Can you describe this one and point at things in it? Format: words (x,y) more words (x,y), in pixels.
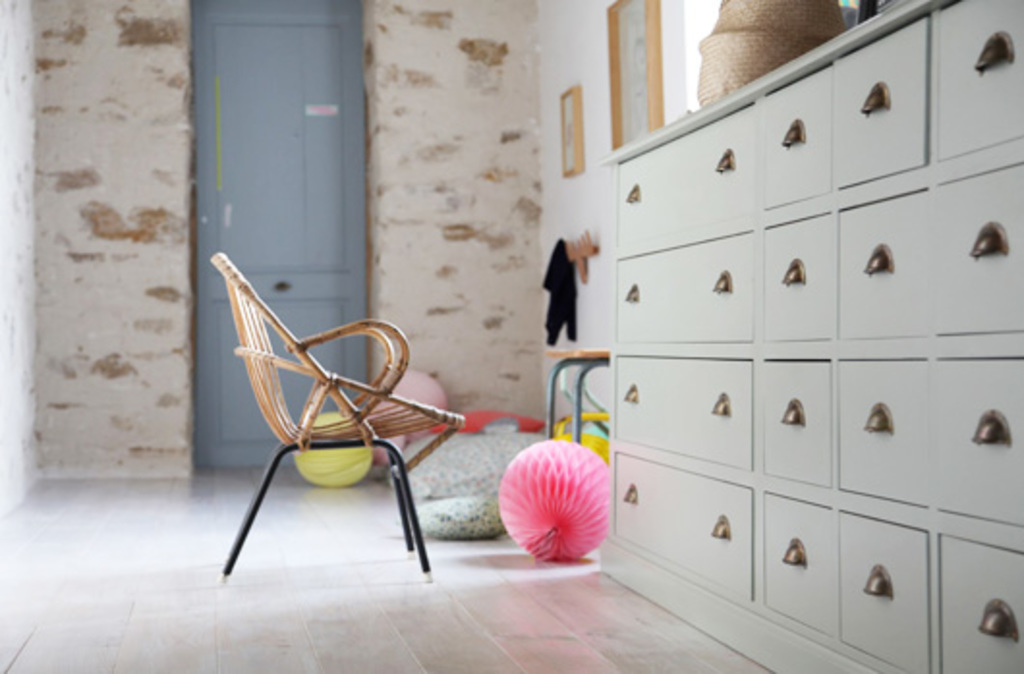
In this picture we can see a chair (271,408) in the middle (376,423), on the right side (744,509) there are lockers (737,456), in the background (506,220) we can see a wall (449,172) and a door (311,174), there are two photo frames (580,123) on the wall (585,124), there is a pillow (470,466) and a ball (564,527) at the bottom (503,471).
